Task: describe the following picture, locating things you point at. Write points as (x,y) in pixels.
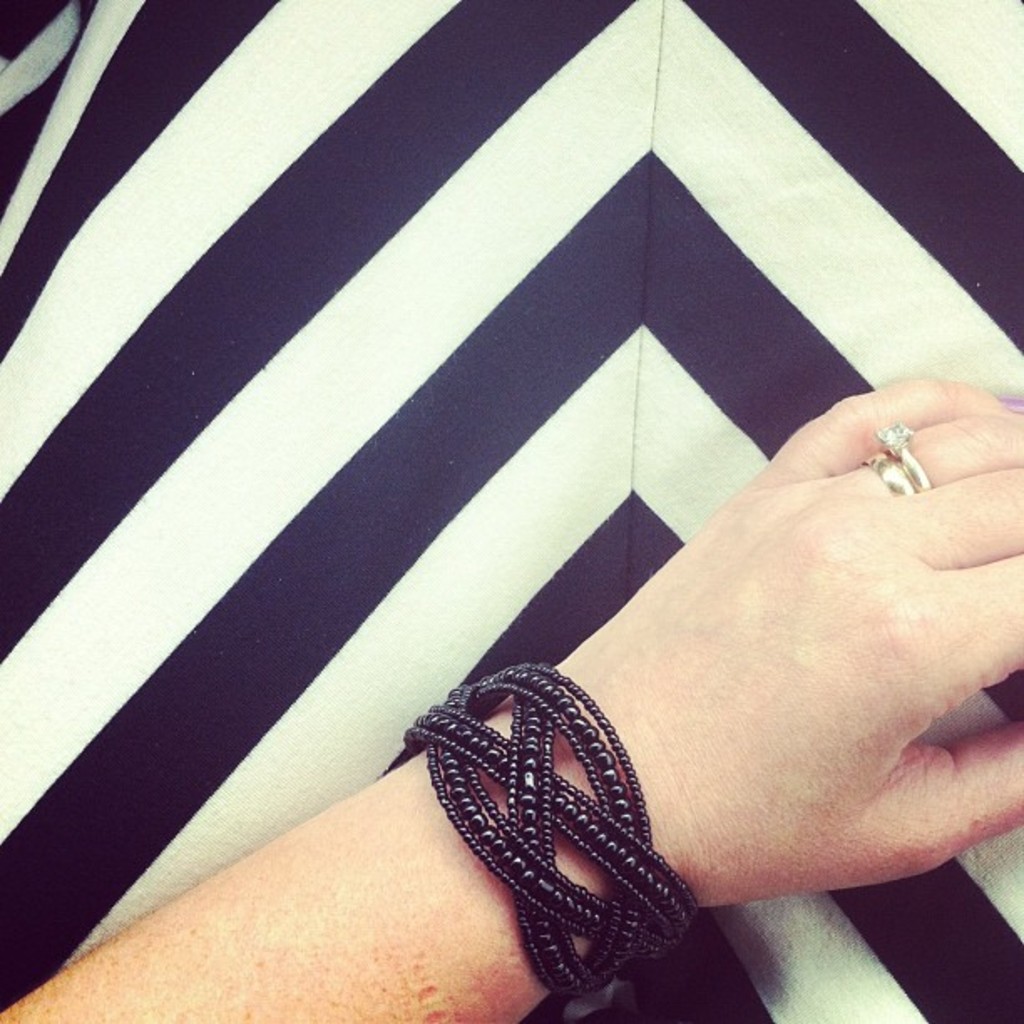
In the center of the image (643,682) we can see one human hand (796,745) with black bracelet (562,782) and rings (881,461). In the background (312,257) there is a cloth (1002,284), which is in black and white color.
